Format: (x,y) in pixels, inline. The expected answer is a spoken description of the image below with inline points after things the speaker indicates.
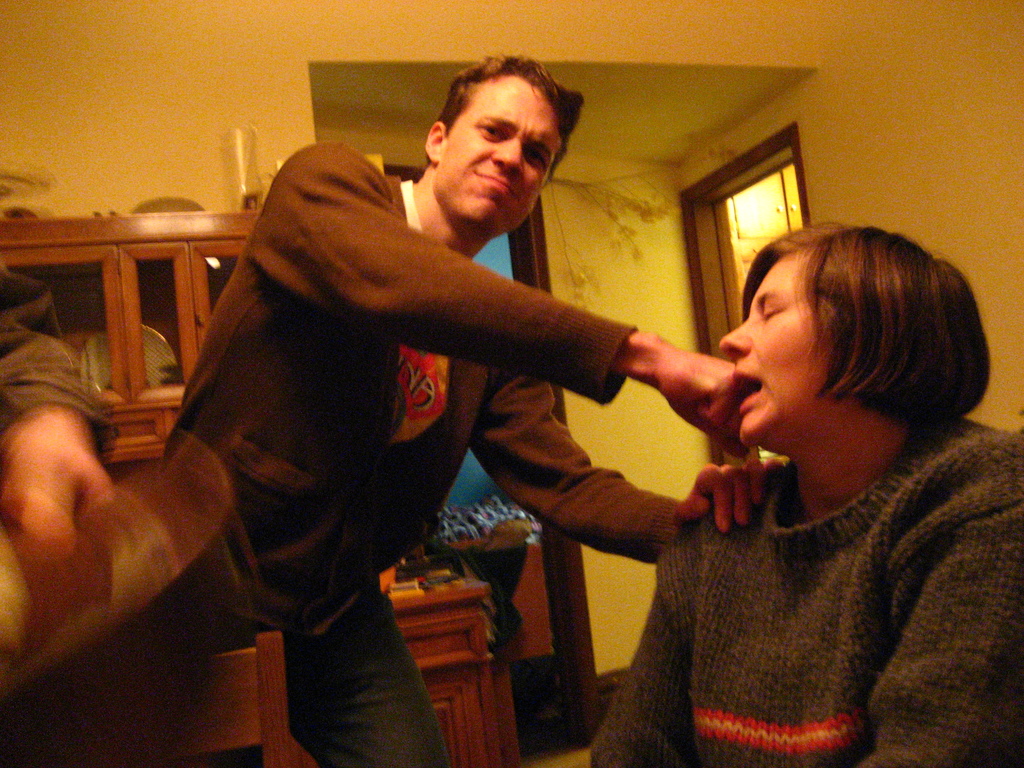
In this image there are persons (452,483) sitting and standing. In the background (95,329) there is a cup board (170,285), there are doors (524,250) and on the top of the cupboard (174,227) there is glass (248,166).
